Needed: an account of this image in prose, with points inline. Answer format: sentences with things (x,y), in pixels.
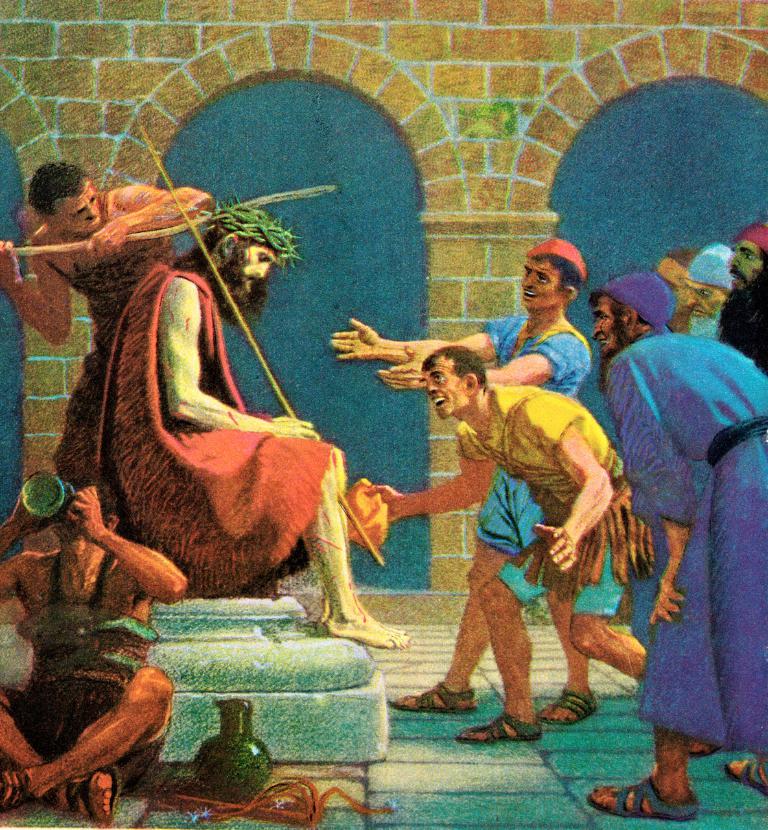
In this image I can see the depiction picture, where I see number of people (178,262) and I see 2 of them (182,526) are sitting and rest of them (750,339) are standing. In the background (338,373) I can see the pillars (53,439) and the wall (484,164). In the front of this picture (195,779) I can see a pot (231,744) and I see a person (64,632), holding a thing (54,500) near to his mouth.
